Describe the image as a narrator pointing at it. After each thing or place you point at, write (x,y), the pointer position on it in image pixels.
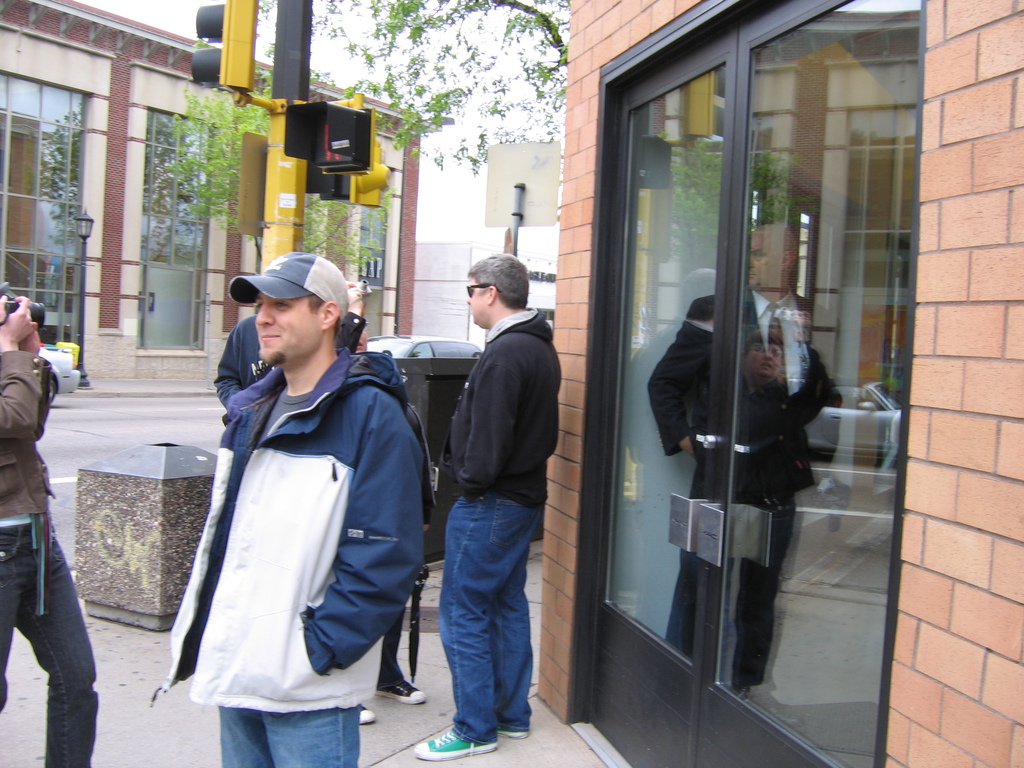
In this image there are group of people (316,365) standing, two persons (352,335) standing and holding the cameras (369,285), buildings (61,294), vehicles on the road (100,457), trees (250,115), signal lights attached to the pole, and in the background (513,100) there is sky (428,35).
